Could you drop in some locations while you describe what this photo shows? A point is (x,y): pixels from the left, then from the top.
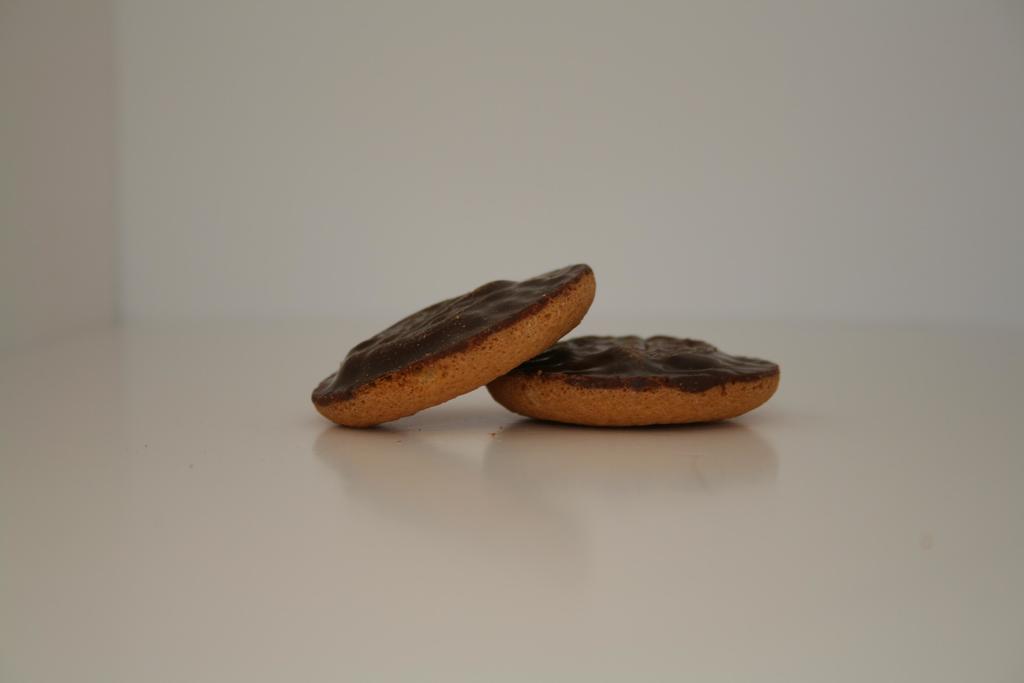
In this image we can see biscuits (541,401) on a platform (325,497).
